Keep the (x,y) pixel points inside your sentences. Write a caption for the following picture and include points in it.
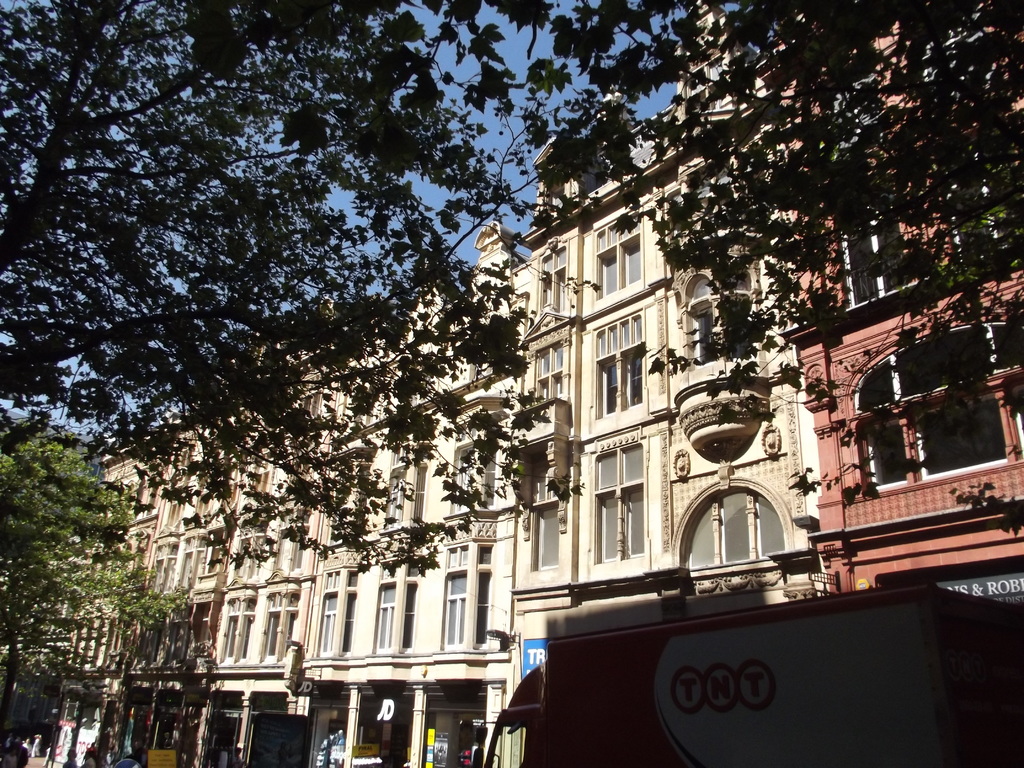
In this image in front (517,446) there are trees (452,404) and buildings (543,385). On the right side of the image (740,680) there is a truck (744,668). In the background of the image (517,227) there is sky (509,176).
